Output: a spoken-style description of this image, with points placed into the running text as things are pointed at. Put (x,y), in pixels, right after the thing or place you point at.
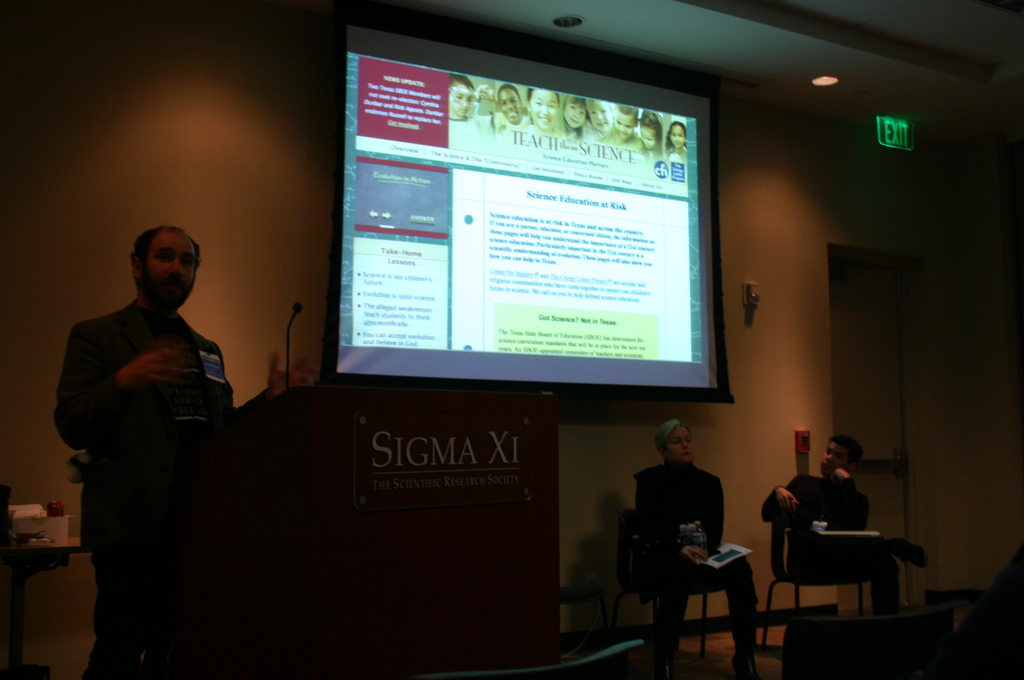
In the image we can see a man (73,351) standing and two of them (774,511) are sitting, they are wearing clothes (793,511). Here we can see the podium (380,521), microphone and projected screen (524,220). Here we can see instruction board (879,137), wall (855,157) and the door (876,471).
